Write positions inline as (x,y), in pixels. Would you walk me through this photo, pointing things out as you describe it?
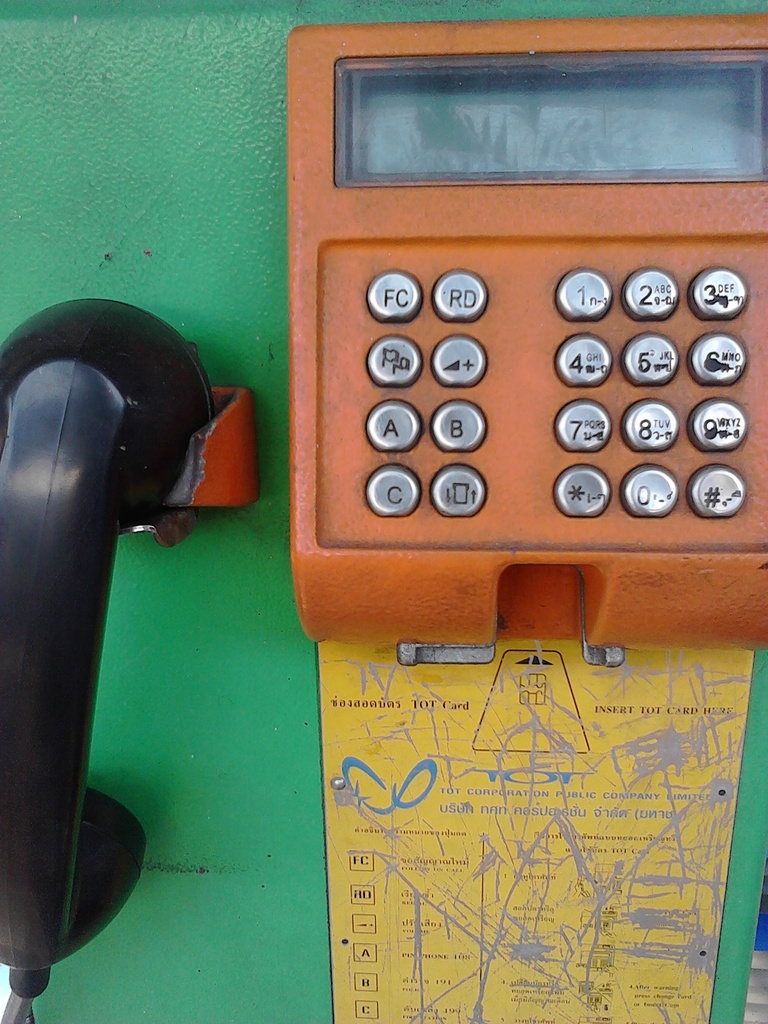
Here in this picture we can see a telephone (704,983) in green and orange colored present over there.
